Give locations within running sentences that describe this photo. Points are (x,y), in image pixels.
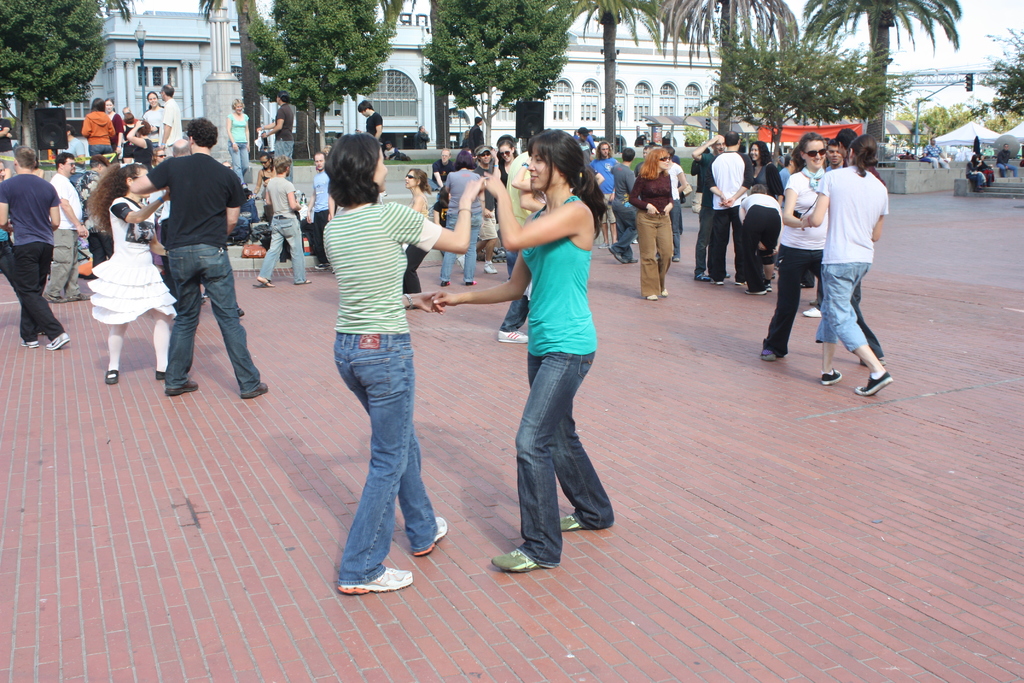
In this picture we can see a group of people (186,152) are standing and dancing as a couple (380,253) and some are at the back (231,135) standing and watching them and in the background (429,80) we can see building (572,114) with windows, trees (347,32), pole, lamp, banner (763,129), fence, traffic signal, sky (977,29) this all are doing dance on a floor (696,568).
